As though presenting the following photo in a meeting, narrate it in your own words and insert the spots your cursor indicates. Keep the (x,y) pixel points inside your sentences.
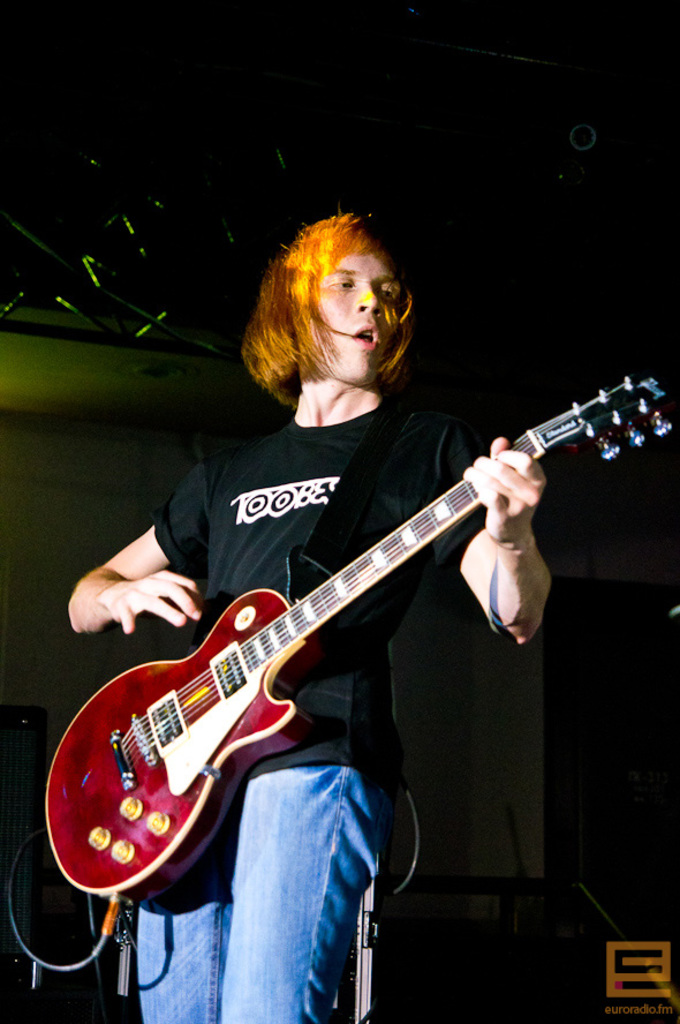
A man (318,930) is standing and playing the guitar (443,507).
